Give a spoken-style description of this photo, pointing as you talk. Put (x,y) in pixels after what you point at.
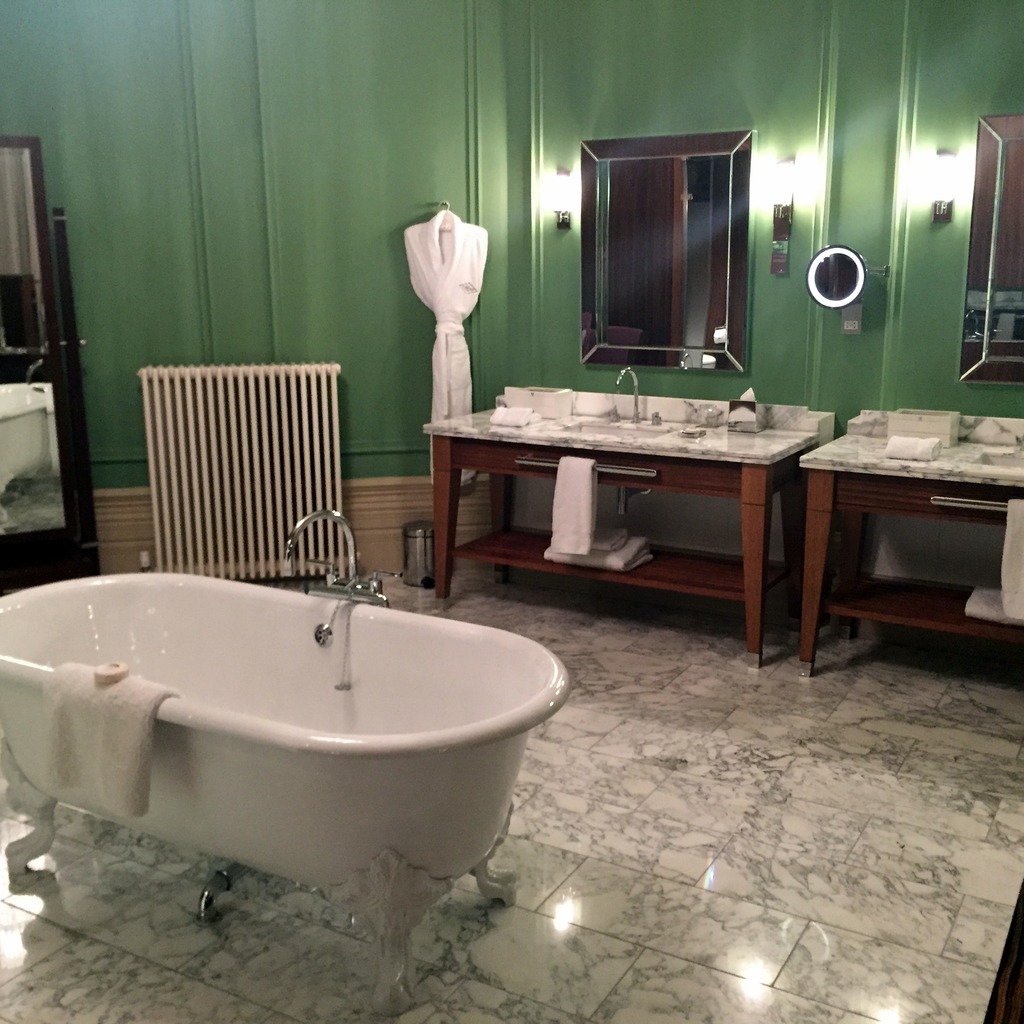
In the left bottom (274,858), a bathtub (173,583) is there. In the right middle (1004,454), two tables (647,428) are visible on which tap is there and a cloth (577,458) is hanged. The background walls (630,530) are green in color and three mirrors (584,210) are visible. Out of which two are half visible. This image is taken inside a room (756,779).
